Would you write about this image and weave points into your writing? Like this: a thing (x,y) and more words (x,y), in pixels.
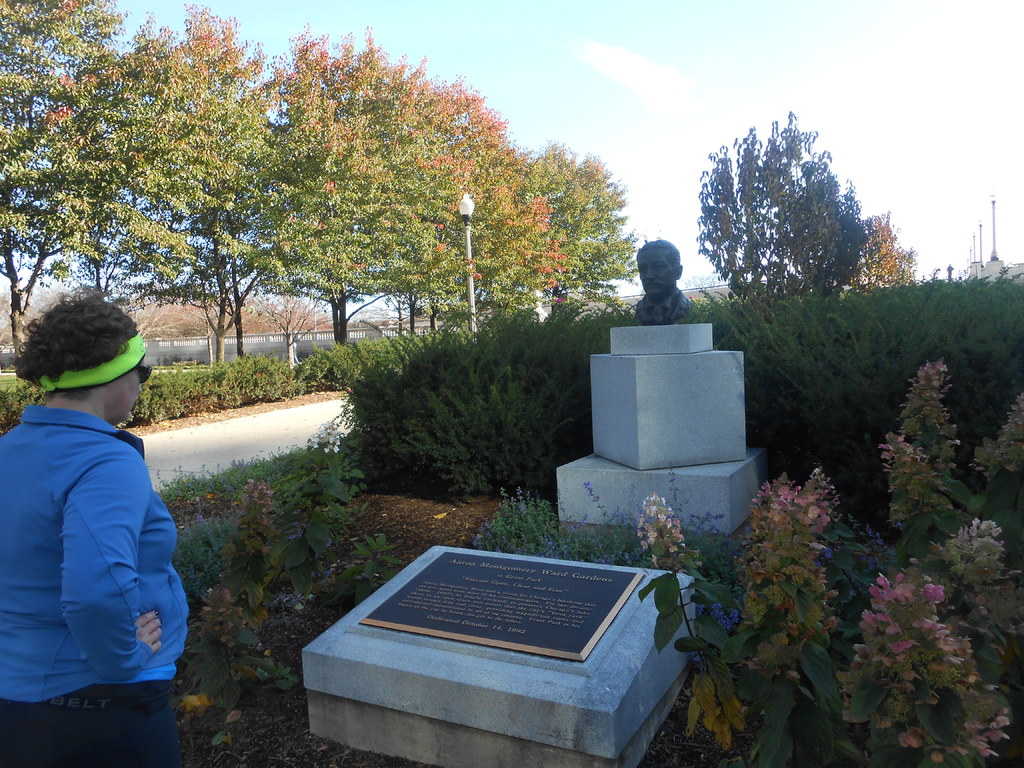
In the picture we can see a plaque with some words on it and near to it, we can see a sculpture of the man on the stone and around it we can see plants (988,618) with flowers (1017,595) in it and behind it, we can see many plants (913,324) and pole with light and near to the plaque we can also see a person (58,611) standing and in the background (92,159) we can see many trees (30,284) and a part of the sky (909,38).
